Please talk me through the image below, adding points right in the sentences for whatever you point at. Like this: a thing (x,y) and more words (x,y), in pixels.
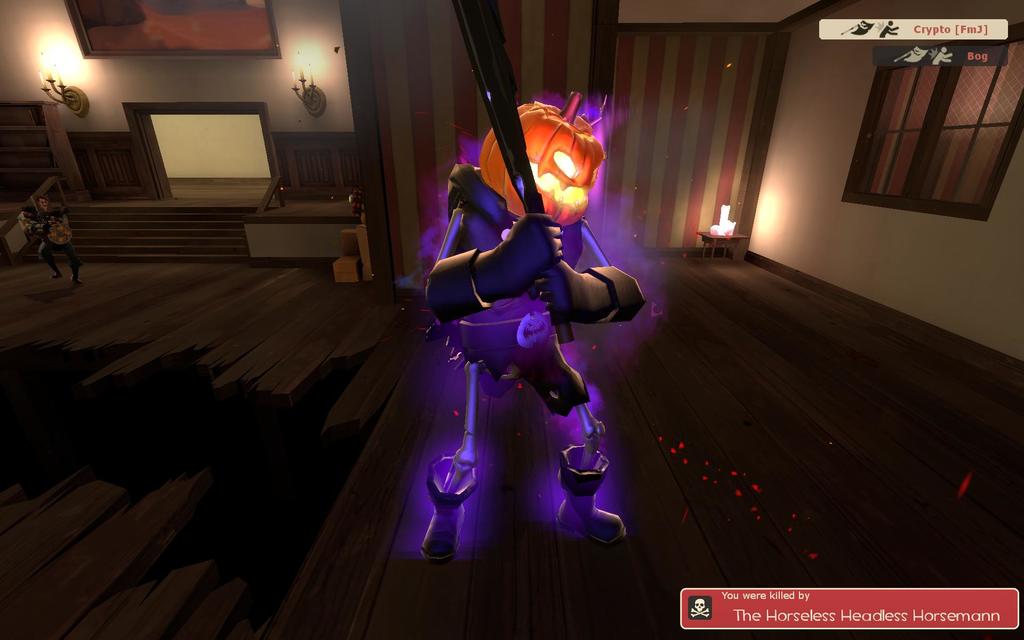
This is a graphic image of a skeleton (553,212) with pumpkin face (555,214) standing in the middle of living room (215,622), a man (70,226) walking on the left side (63,240) in front of steps (151,236).
